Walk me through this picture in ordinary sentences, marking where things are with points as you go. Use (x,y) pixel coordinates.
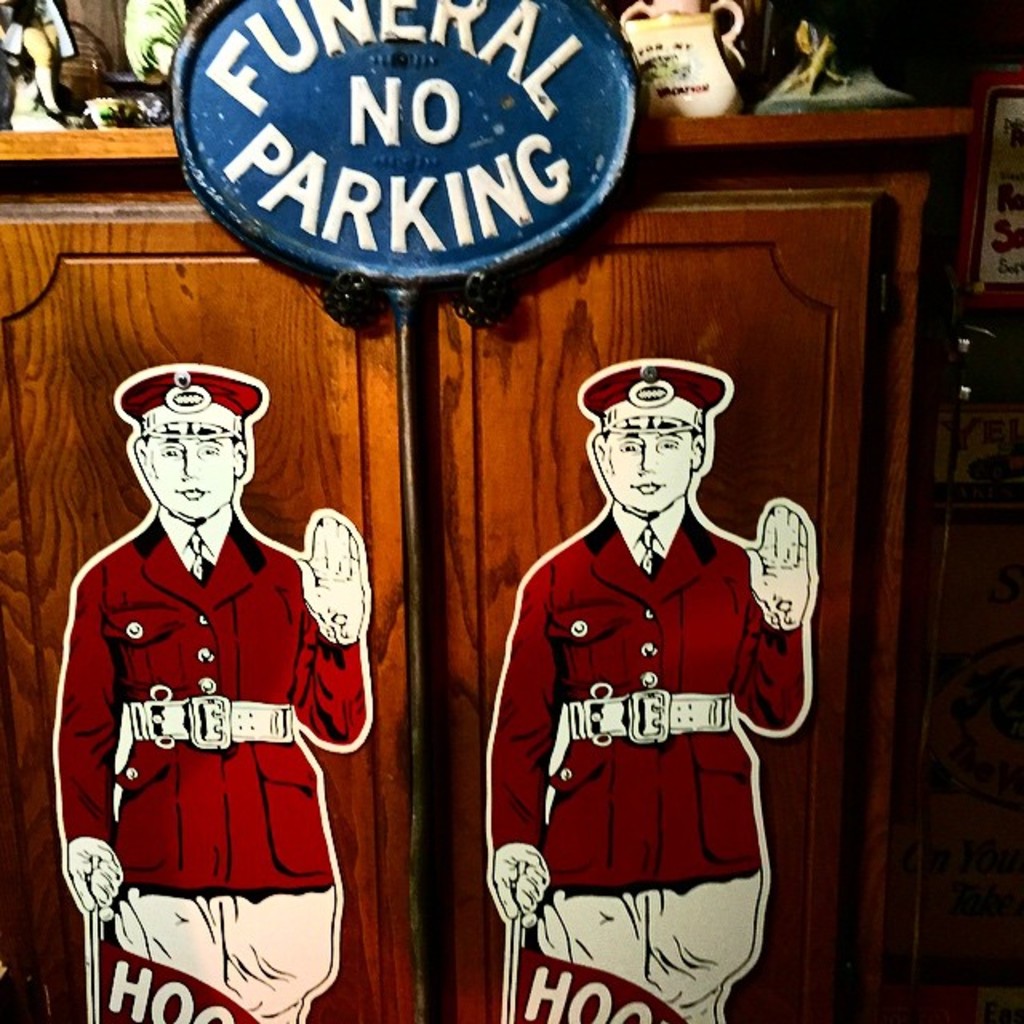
We can see stickers (509,782) of a person (324,655) on the cupboard doors (338,452) and there is a pole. At the top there are objects (12,11) on a cupboard table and on the right side (997,452) there are objects (987,530).
